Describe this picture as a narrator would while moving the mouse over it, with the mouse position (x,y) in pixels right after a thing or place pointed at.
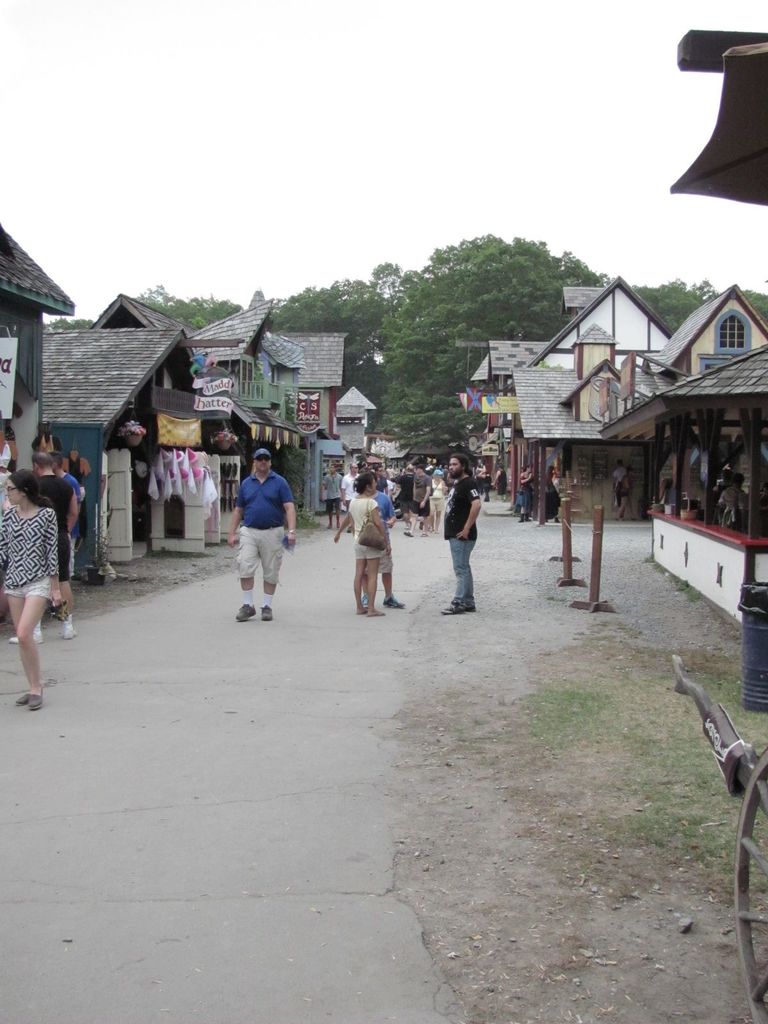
There is a road (224,683). On the road (235,676) there are many people (267,503). On the sides of the road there are buildings (244,399). Also there are many items (162,452). In the background (371,305) there are trees (187,306) and sky (297,126).
